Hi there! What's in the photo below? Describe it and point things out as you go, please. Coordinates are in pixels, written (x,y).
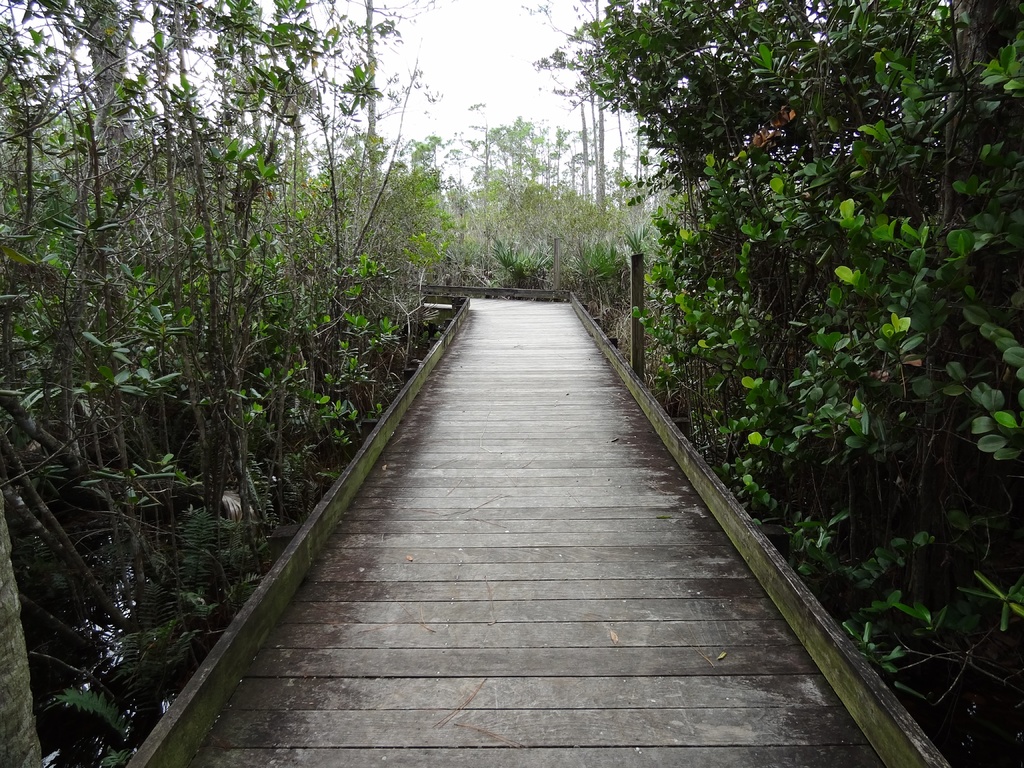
In the center of the image (488,504) there is a walk way (490,398). On the right side of the image (941,36) there are trees (780,227) and plants (630,231). On the left side of the image (109,635) we can see water (95,625), trees (202,406) and plants (315,216). In the background (428,73) there is a sky (443,69).
